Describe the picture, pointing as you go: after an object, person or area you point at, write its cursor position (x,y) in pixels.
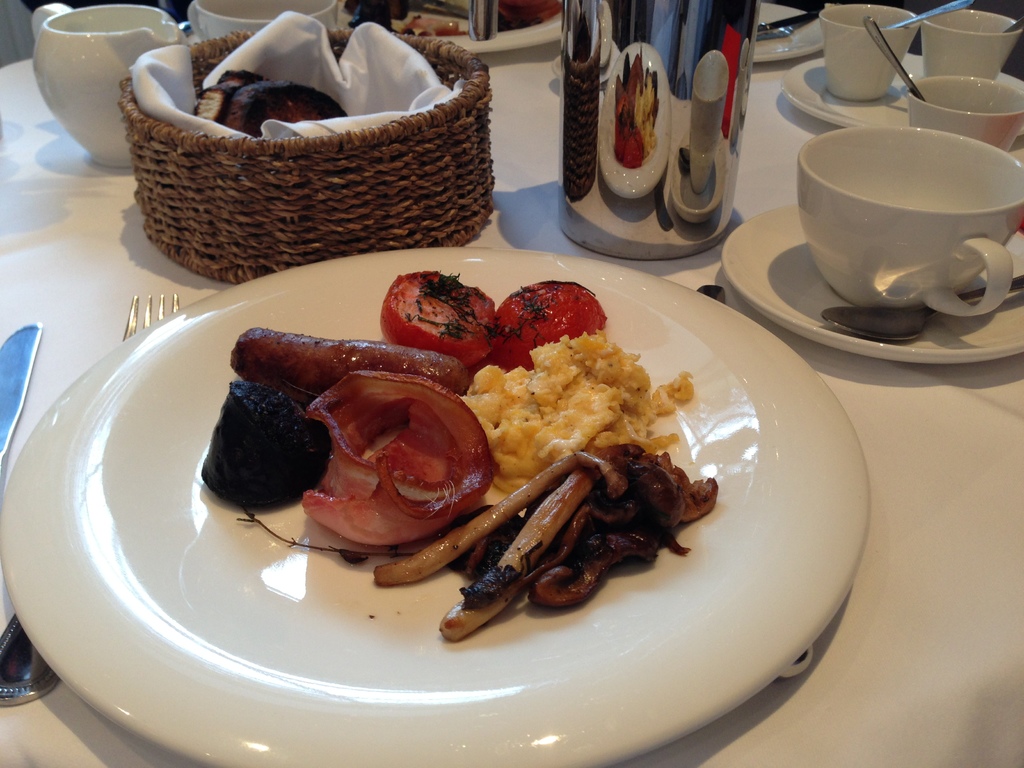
In the image in the center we can see one table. On the table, we can see one cloth (36,131), fork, knife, mug (99,15), basket (474,70), cups (857,60), plates (504,34), saucers (801,331), spoons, some food items (413,310) and few other objects (682,4).
